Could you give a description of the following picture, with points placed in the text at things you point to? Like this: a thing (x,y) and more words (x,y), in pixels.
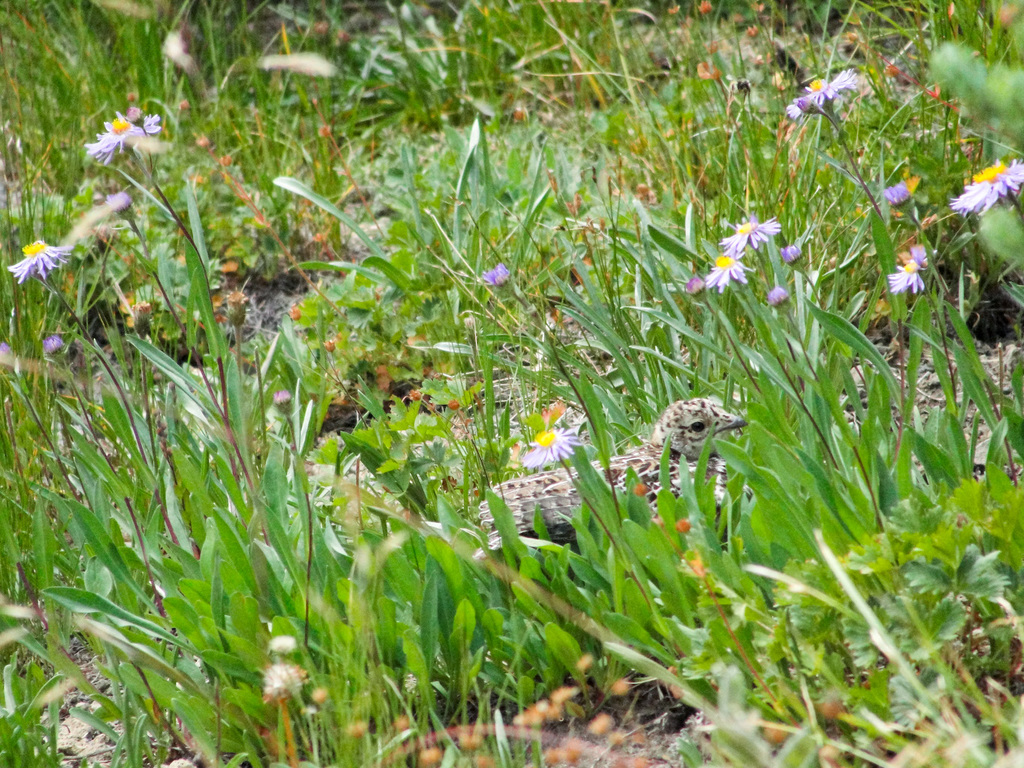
In this picture we can see a bird (553,484), and we can find few plants (639,435), flowers (707,288).
